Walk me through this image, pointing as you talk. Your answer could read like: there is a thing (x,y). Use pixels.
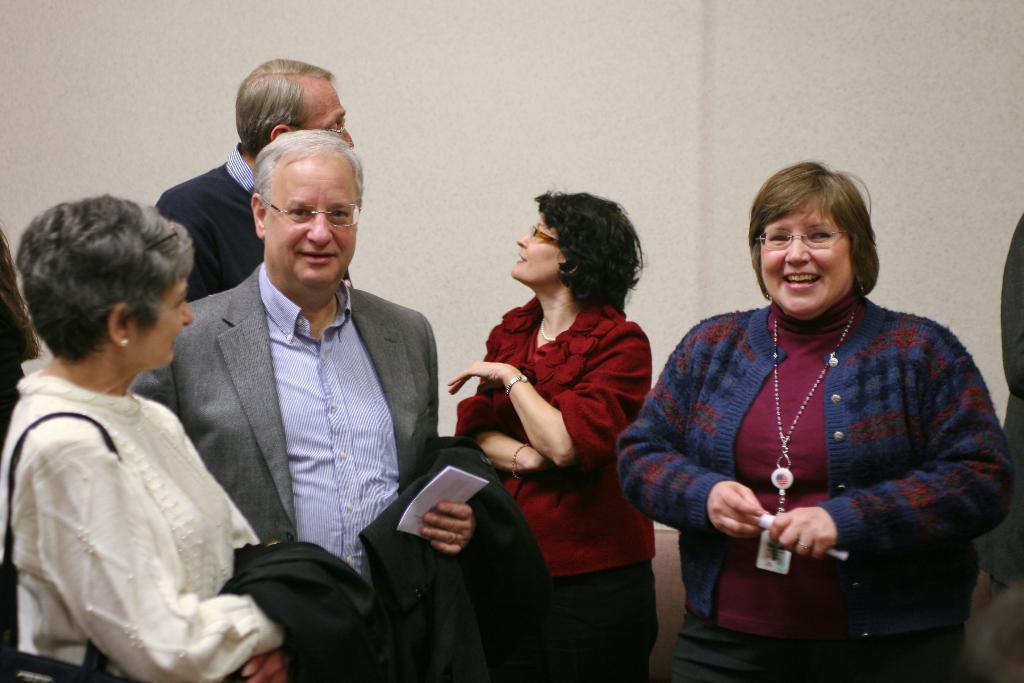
In this image there are group of people (532,388) standing on the floor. In the middle (368,427) there is a man (368,427) who is holding the coat (432,468) and a paper (444,472). On the right side (796,452) there is a woman (836,513) who is laughing. In the background (716,93) there is a wall (687,123).
